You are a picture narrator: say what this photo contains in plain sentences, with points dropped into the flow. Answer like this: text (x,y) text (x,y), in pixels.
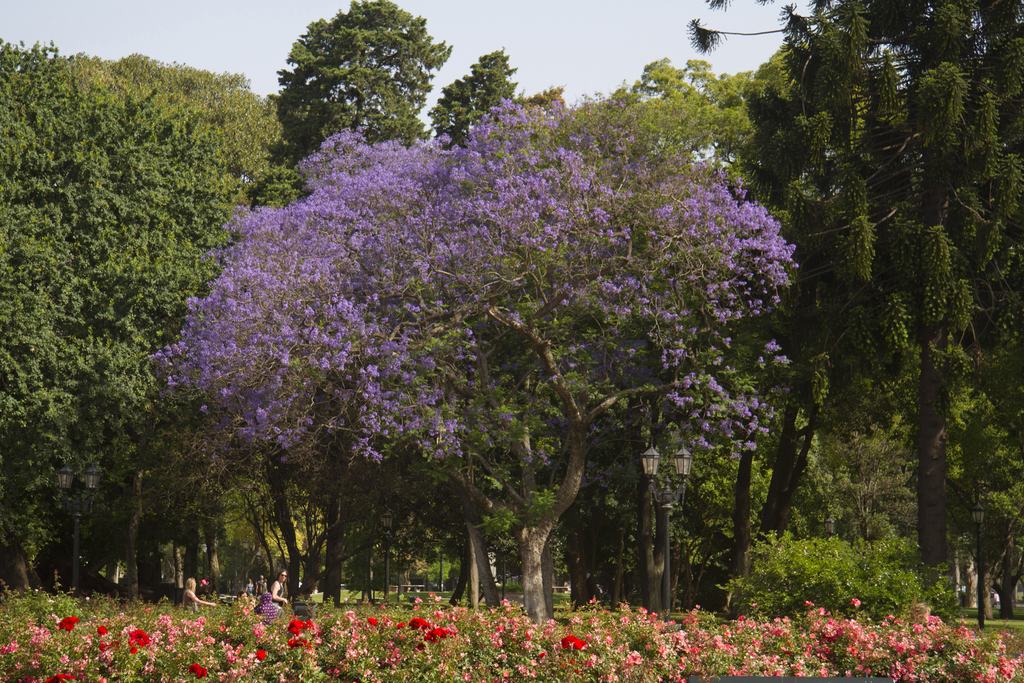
In this image we can see a few people (271,596), there are plants (279,650), flowers (525,647), trees (661,119), also we can see the sky (207,44).
